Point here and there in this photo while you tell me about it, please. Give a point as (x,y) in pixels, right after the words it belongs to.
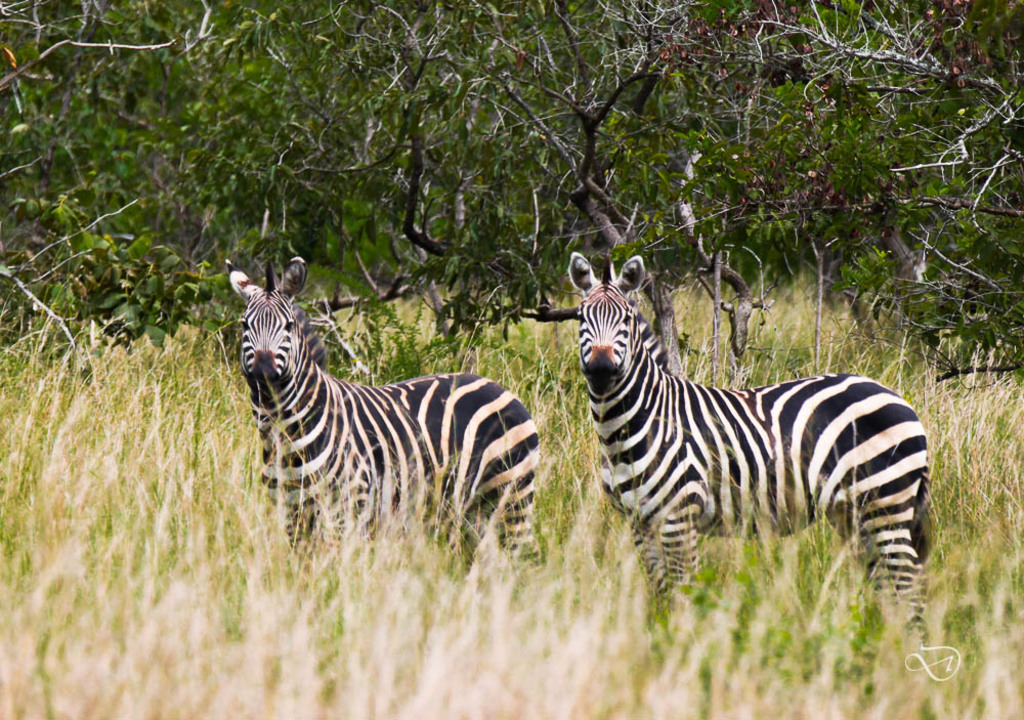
In this image, we can see some trees (884,165) and grass (505,549). There are zebras (590,344) in the middle of the image (632,348).
